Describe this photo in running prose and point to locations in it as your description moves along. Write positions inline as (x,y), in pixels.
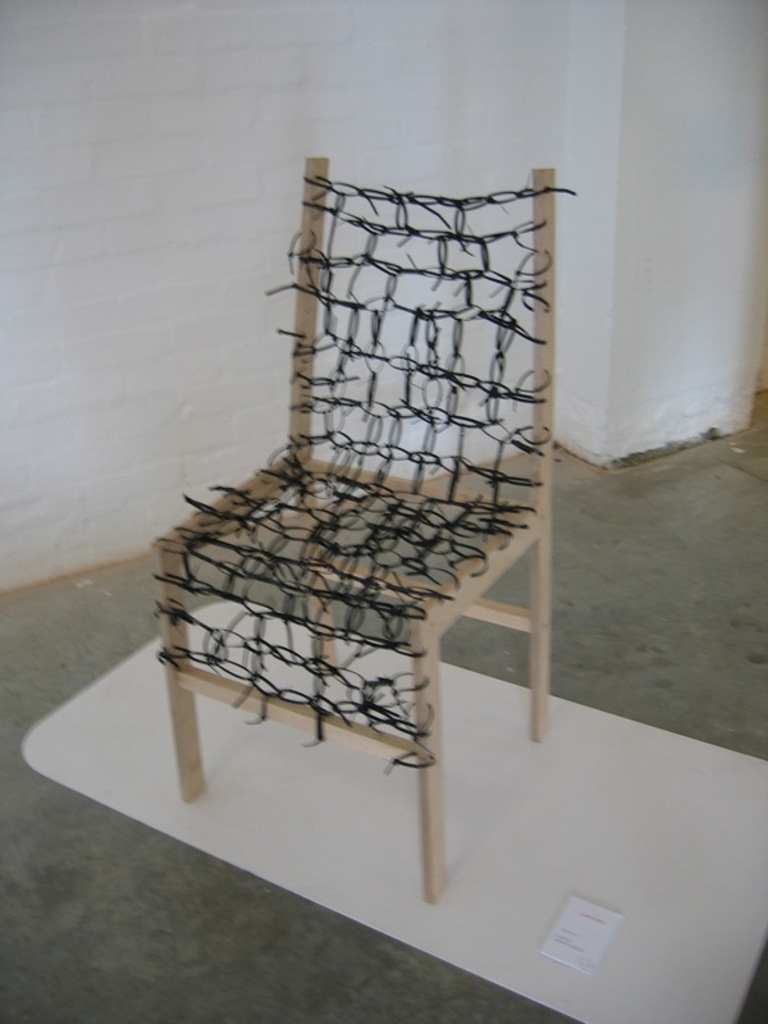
In this image I can see a chair (519,542) on the floor (171,891). In the background (351,167), I can see the wall (346,85).
